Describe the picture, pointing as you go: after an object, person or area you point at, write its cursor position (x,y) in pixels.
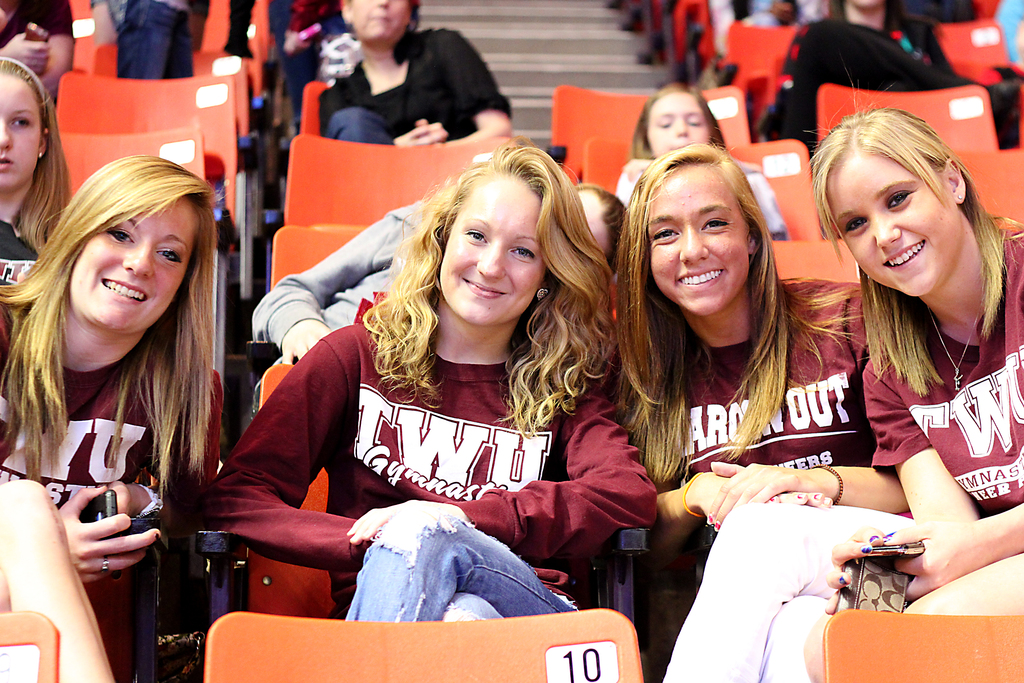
In this image we can see group of people (959,301) sitting in chairs (182,93) holding mobile (899,548) in their hands (863,550). In the background (514,33) we can see staircase (528,105).
